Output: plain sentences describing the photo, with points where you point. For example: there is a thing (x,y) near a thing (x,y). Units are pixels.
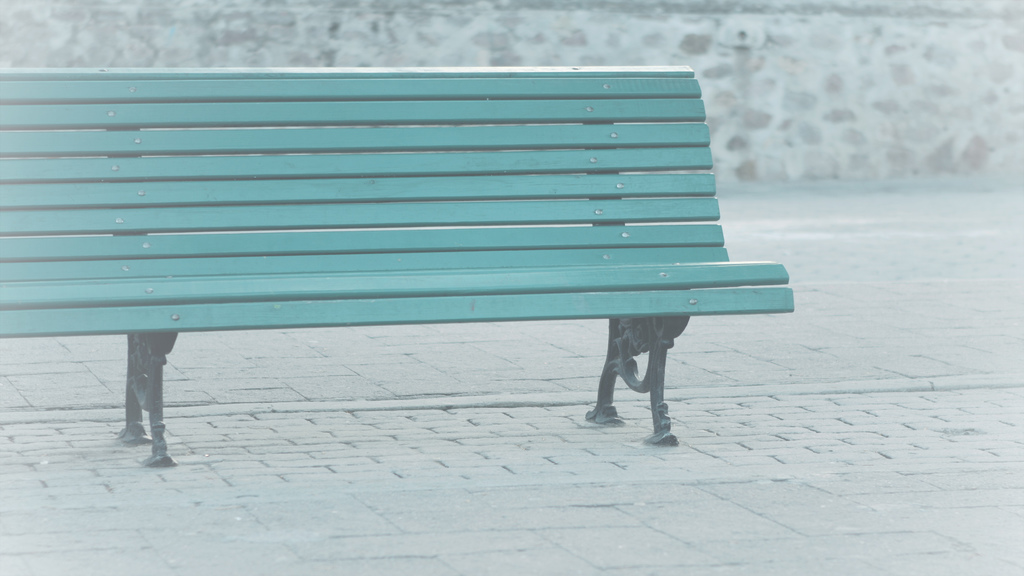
In this image there is a bench (349,236) on the ground (821,452). The bench (364,242) is painted in blue. Behind it there is a wall (786,96).
